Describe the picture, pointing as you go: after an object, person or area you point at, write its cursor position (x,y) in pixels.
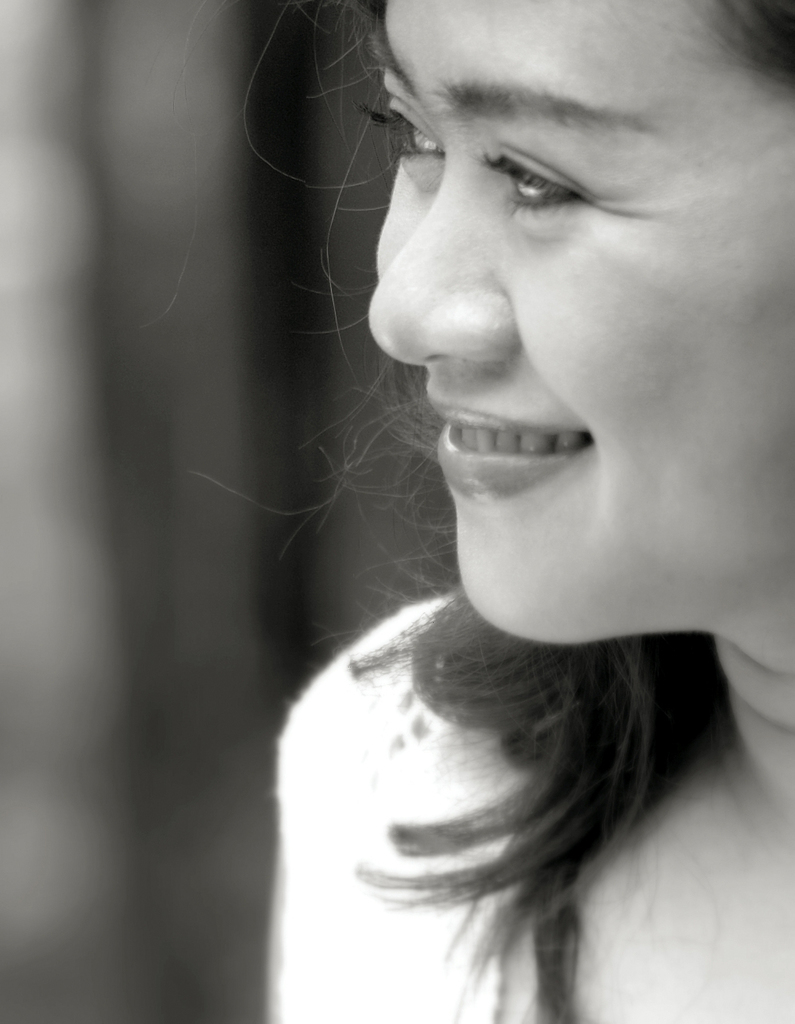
In this image we can see black and white picture of a woman (493,312).
